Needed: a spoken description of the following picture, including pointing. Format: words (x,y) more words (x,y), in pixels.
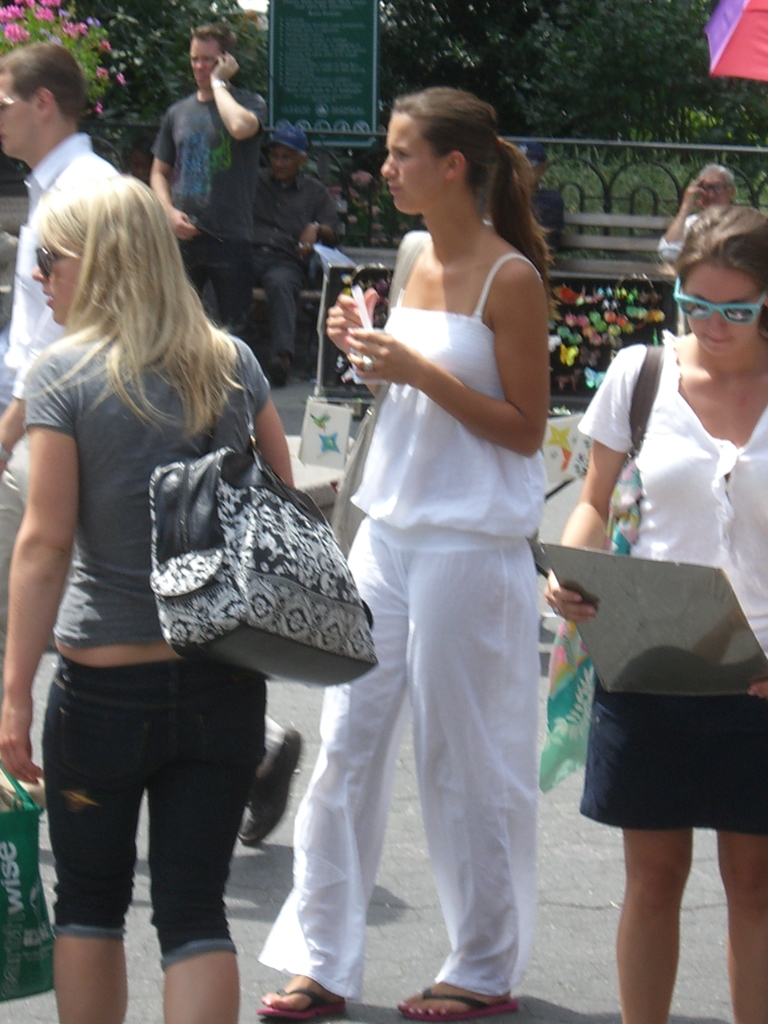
This picture is taken on the road side (691,880) there are some people (673,532) standing and in the background (217,110) there is a man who is walking and a man (170,188) talking on the phone (217,69), There are some green color trees (584,69).
